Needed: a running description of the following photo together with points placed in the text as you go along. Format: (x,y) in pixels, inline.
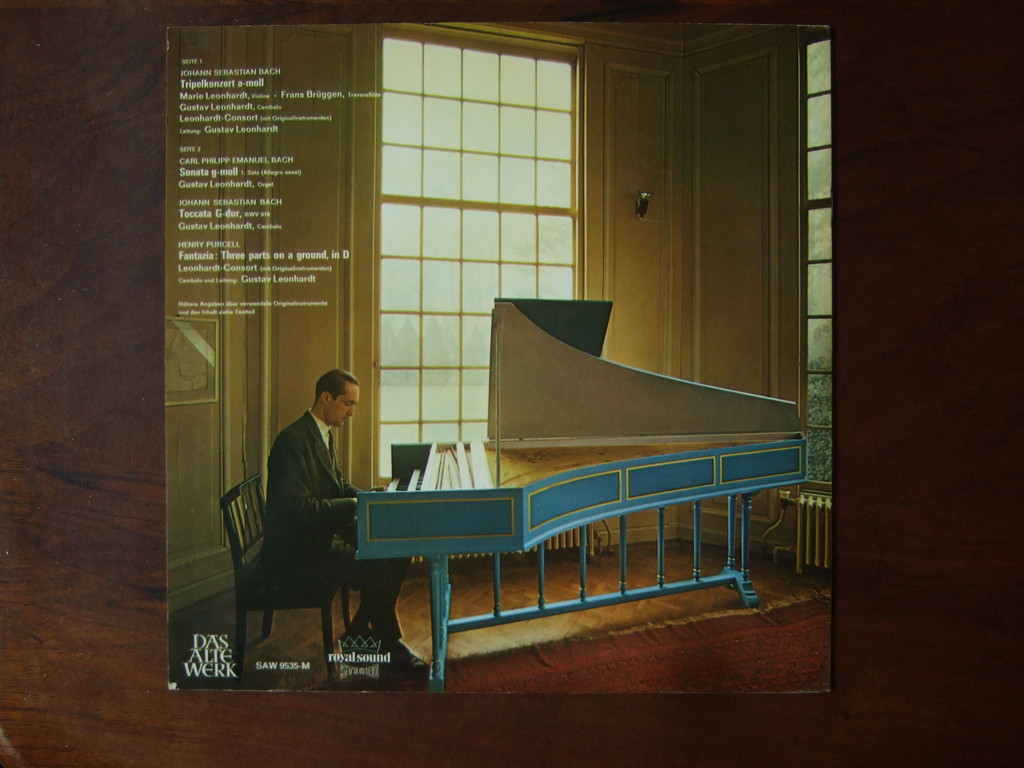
In this picture there is a frame (366,374) with some text (244,208) and there is a person (281,539) sitting on the chair (254,536) and playing a musical instrument (480,490) and there are windows (817,375), behind the windows (445,385) there is water (465,410) and there are trees (416,361).
